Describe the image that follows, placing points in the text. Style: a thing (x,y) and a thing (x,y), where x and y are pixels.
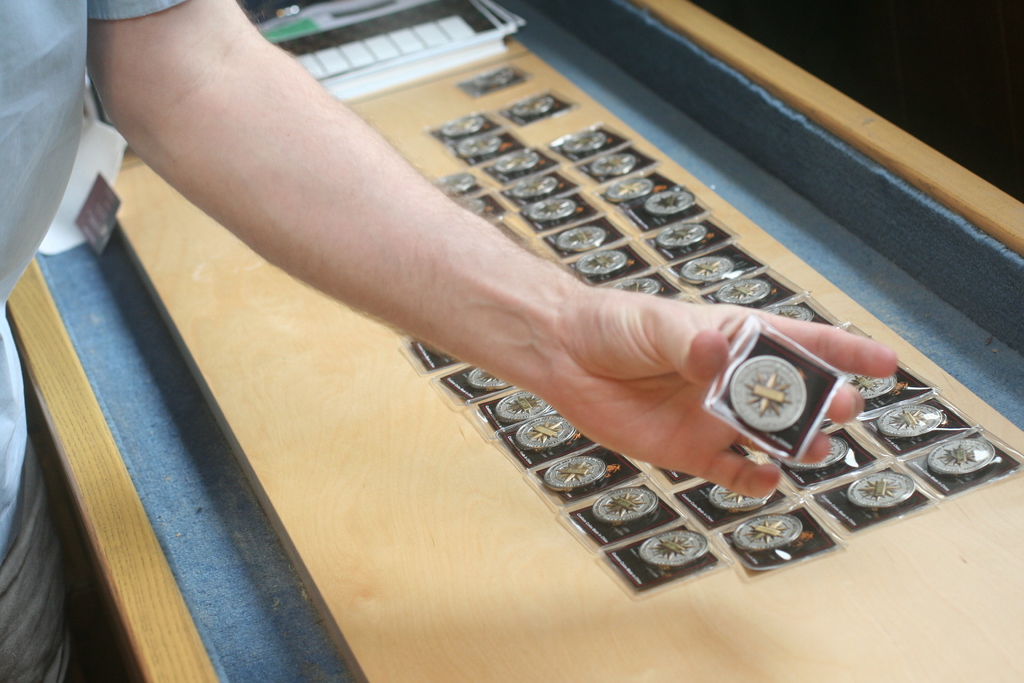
We can see a person (423,246) holding something (778,382) in the hand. In the background (386,471) there is a wooden table (454,512) with some items (687,524) on that.
